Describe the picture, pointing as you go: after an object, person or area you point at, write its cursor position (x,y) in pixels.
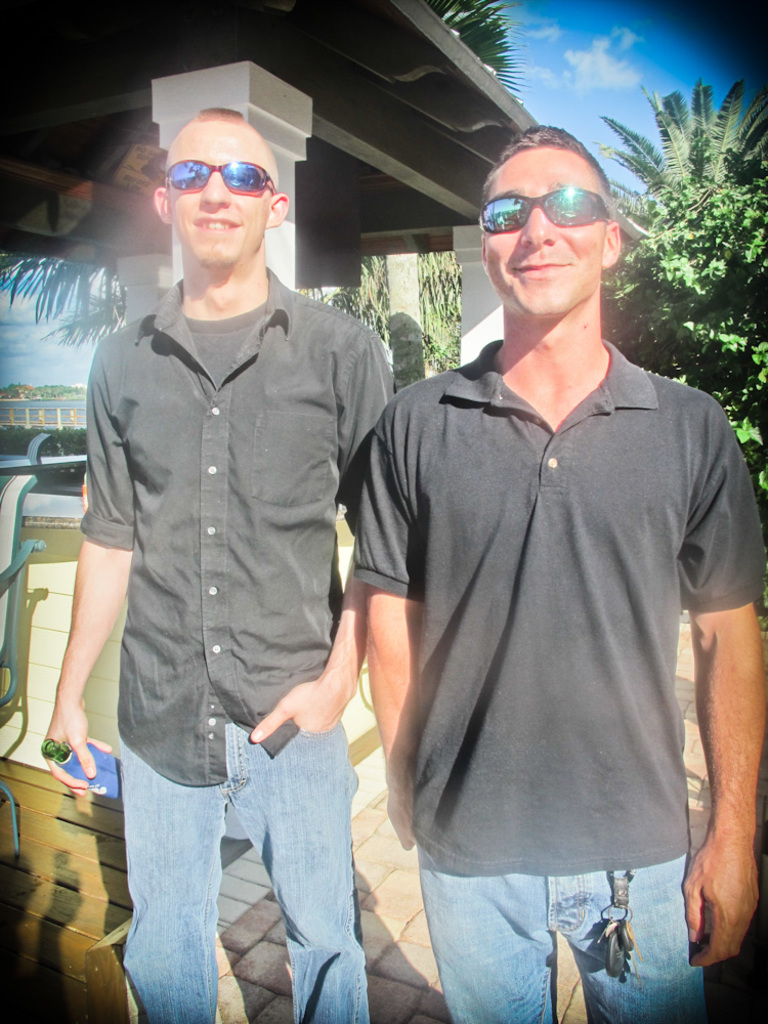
This picture is clicked outside. In the foreground (680,761) there is a person (534,565) wearing t-shirt (560,510), sunglasses (567,207), smiling and standing on the ground (712,986). On the left (237,182) there is another person (242,336) wearing a shirt (230,579), holding a bottle (55,754) and standing on the ground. In the background (633,75) we can see the sky (650,71), trees (441,4), water body (54,403), plants (54,434), a gazebo (75,240), pillars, bench (29,544) and some objects (25,553).
